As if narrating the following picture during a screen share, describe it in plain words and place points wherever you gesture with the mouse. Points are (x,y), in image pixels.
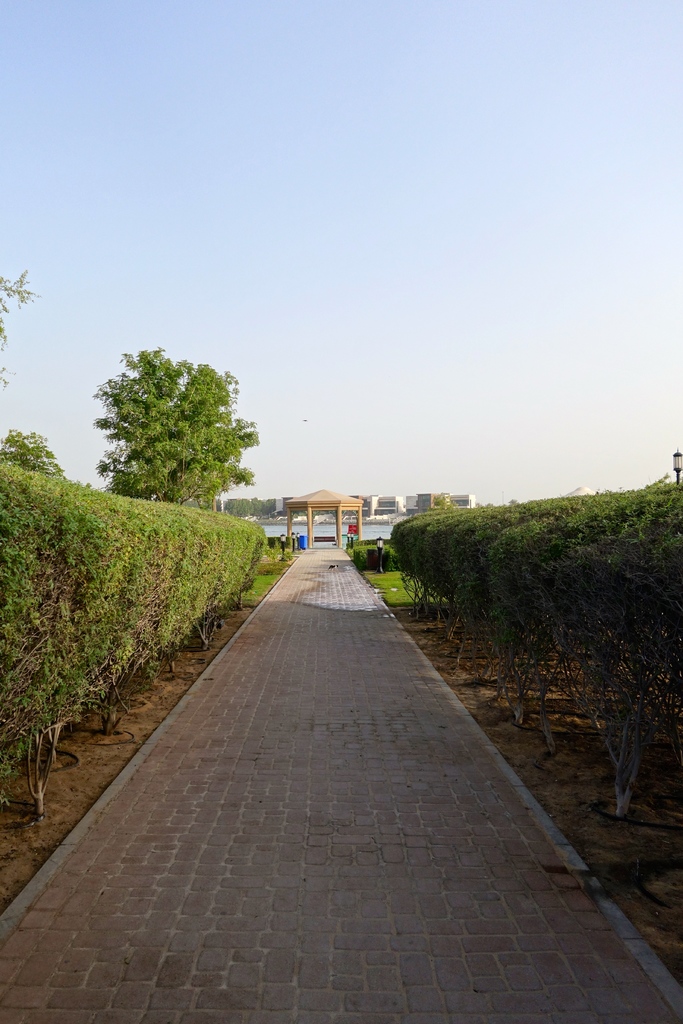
In the middle of the picture (347,681), we see the pavement (302,760). On either side of the picture, we see shrubs (661,528) for hedging plants (233,539). On the right side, we see a light pole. On the left side (216,452), we see the trees (139,489). In the middle of the picture (340,534), we see an arch (309,518). Behind that, we see water (365,528). There are trees (261,510) and buildings (395,507) in the background (441,503). At the top (327,184), we see the sky (278,254).
